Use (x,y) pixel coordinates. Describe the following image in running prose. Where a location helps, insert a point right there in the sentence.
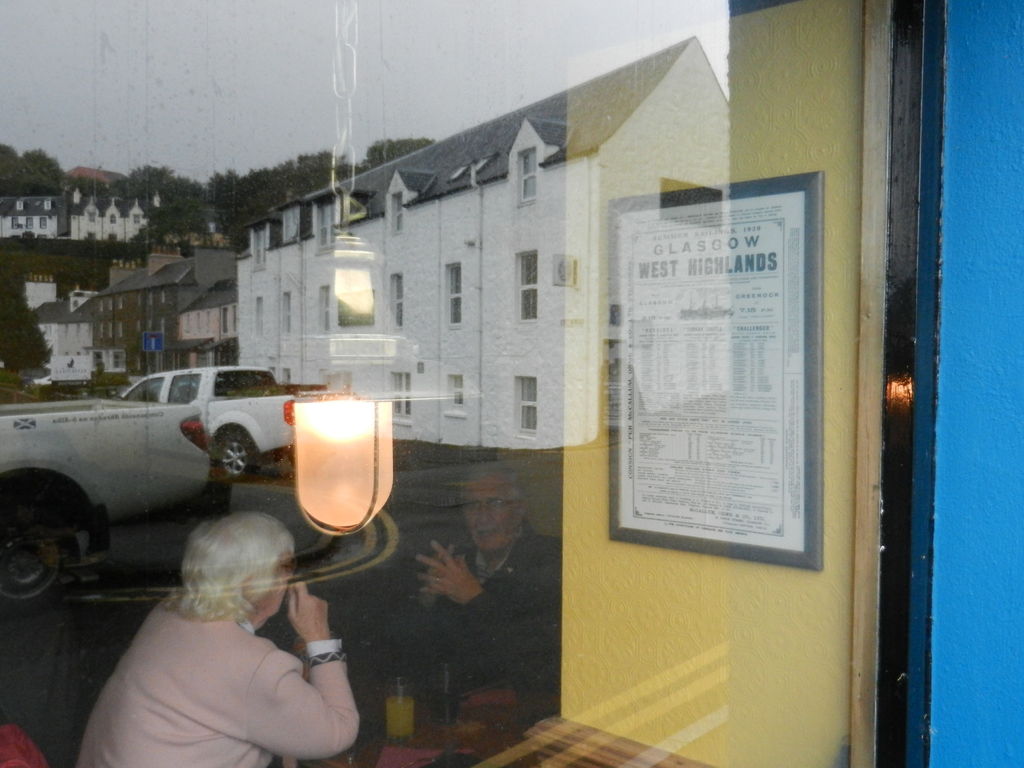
This picture is taken through a glass (409,523). In the bottom (212,712), there are two people (531,550), one man (453,544) and a woman (273,688). In between them, there are two glasses (405,708). Towards the right (735,470), there is a board (770,380) with some text (644,351). On the glass (441,416), there is a reflection (200,191) of buildings (278,304), vehicles (254,431), trees (66,178) and a sky (208,166).
